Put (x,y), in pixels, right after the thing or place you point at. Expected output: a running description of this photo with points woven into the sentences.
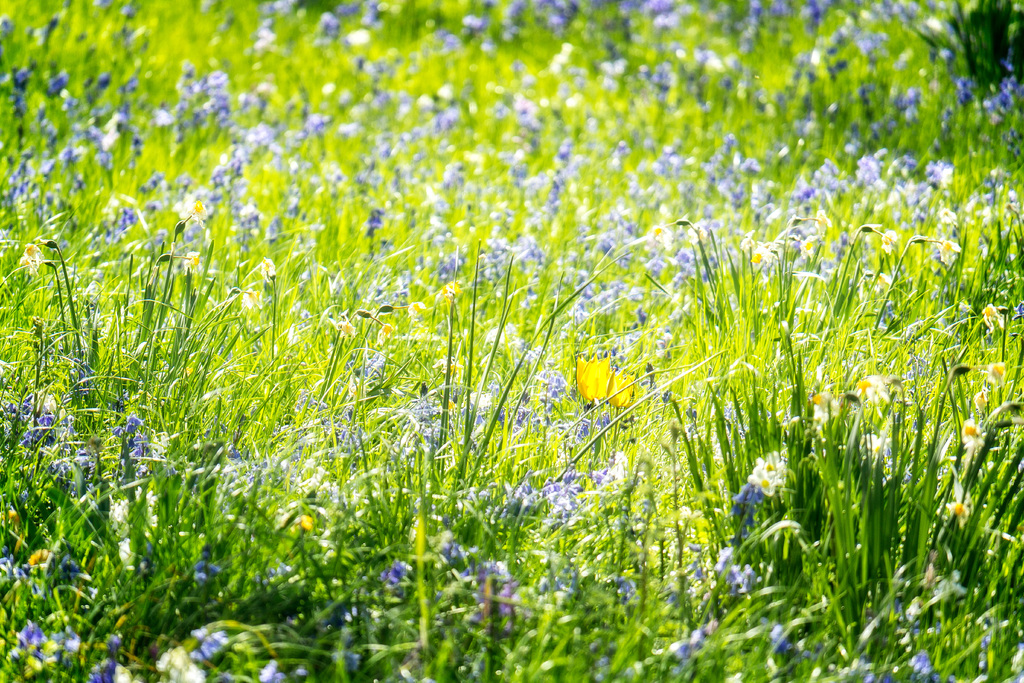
In this picture we can see few plants (640,325) and flowers (449,207).
